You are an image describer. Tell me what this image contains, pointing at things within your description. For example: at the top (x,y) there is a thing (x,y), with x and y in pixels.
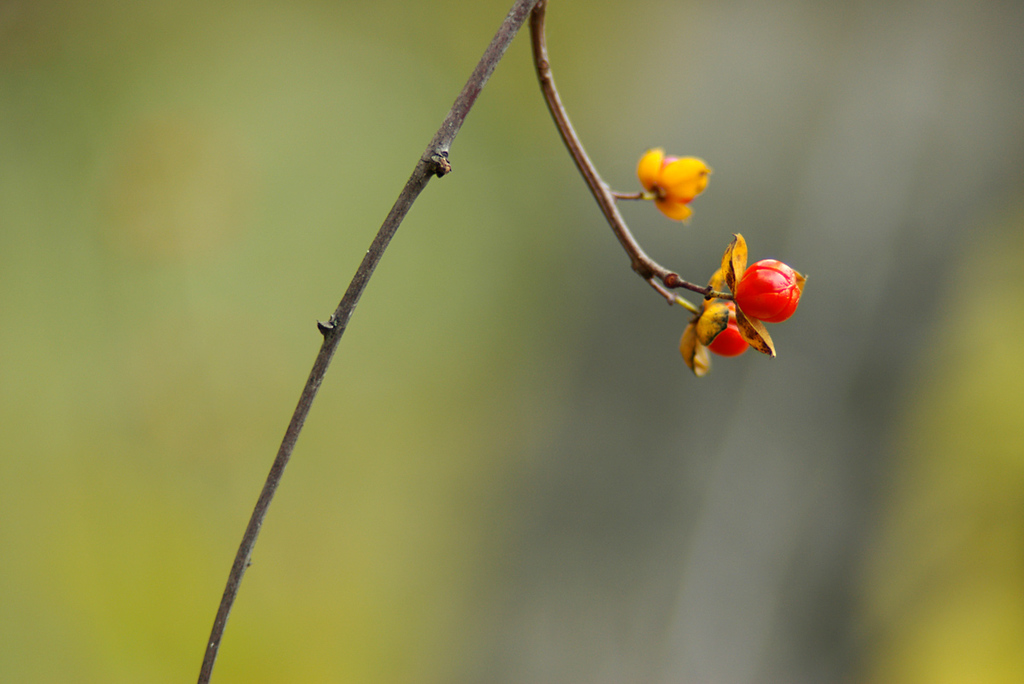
In this image there is a flower bud (727,278), in the background (700,385) it is blurred.
